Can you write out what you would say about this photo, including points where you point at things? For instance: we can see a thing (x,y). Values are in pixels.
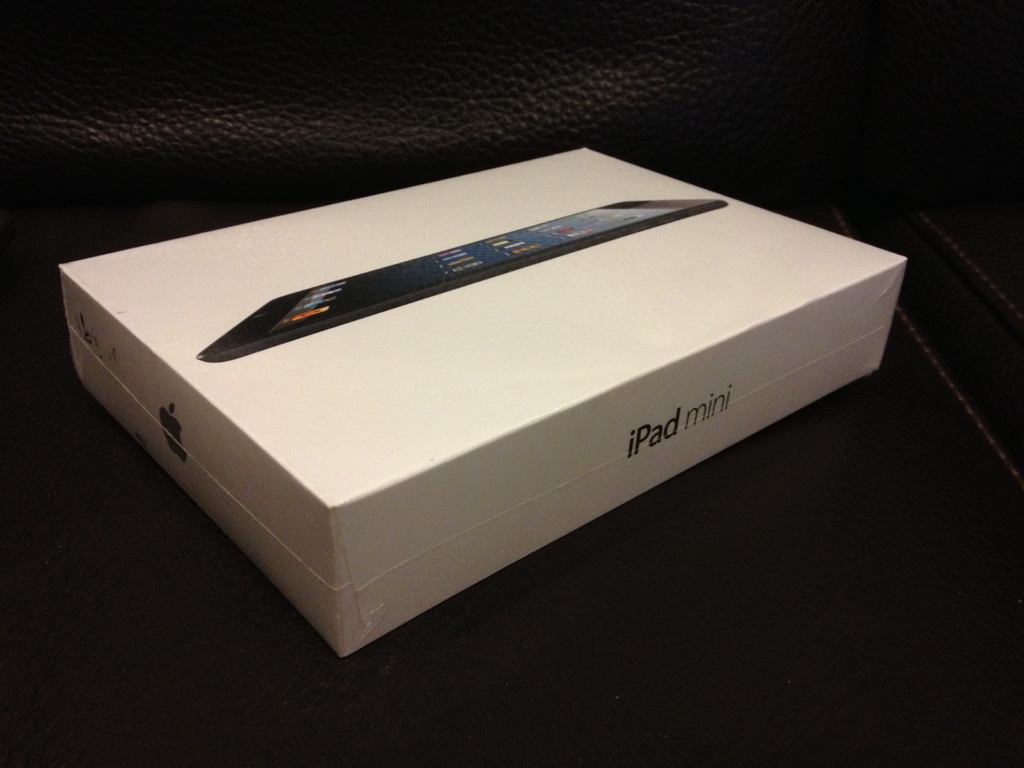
On this black surface (660,735) there is a box (157,351) with apple logo (175,420) and picture (294,333) of iPad (542,251).
